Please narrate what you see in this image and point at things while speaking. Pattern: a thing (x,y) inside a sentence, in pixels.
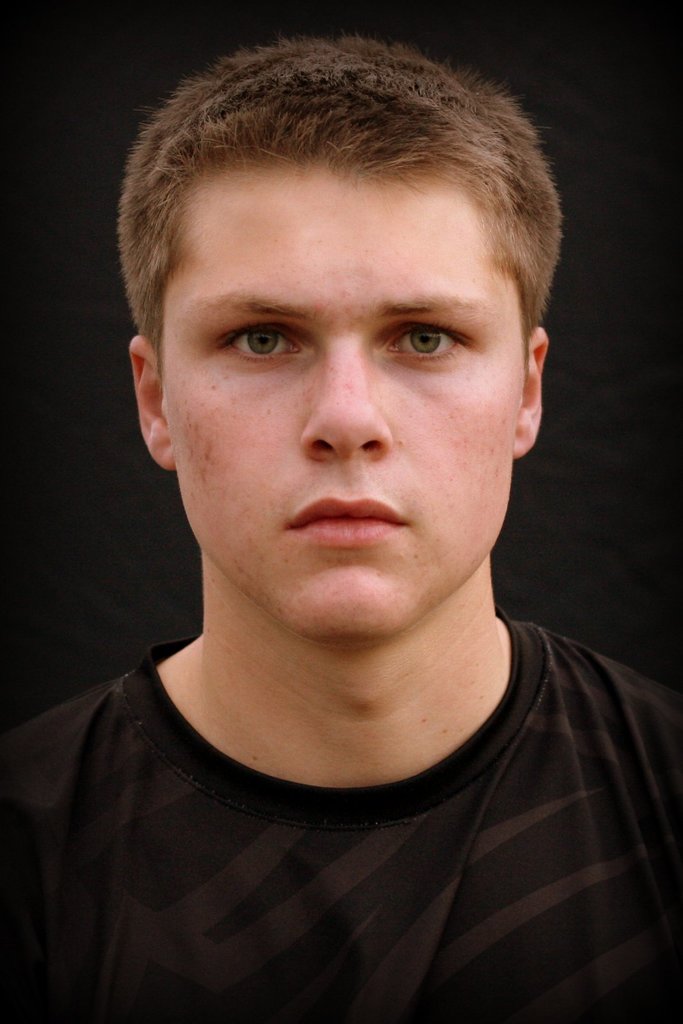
In this image I can see the person (412,473) with the dress (107,721) and there is a black background (575,292).
